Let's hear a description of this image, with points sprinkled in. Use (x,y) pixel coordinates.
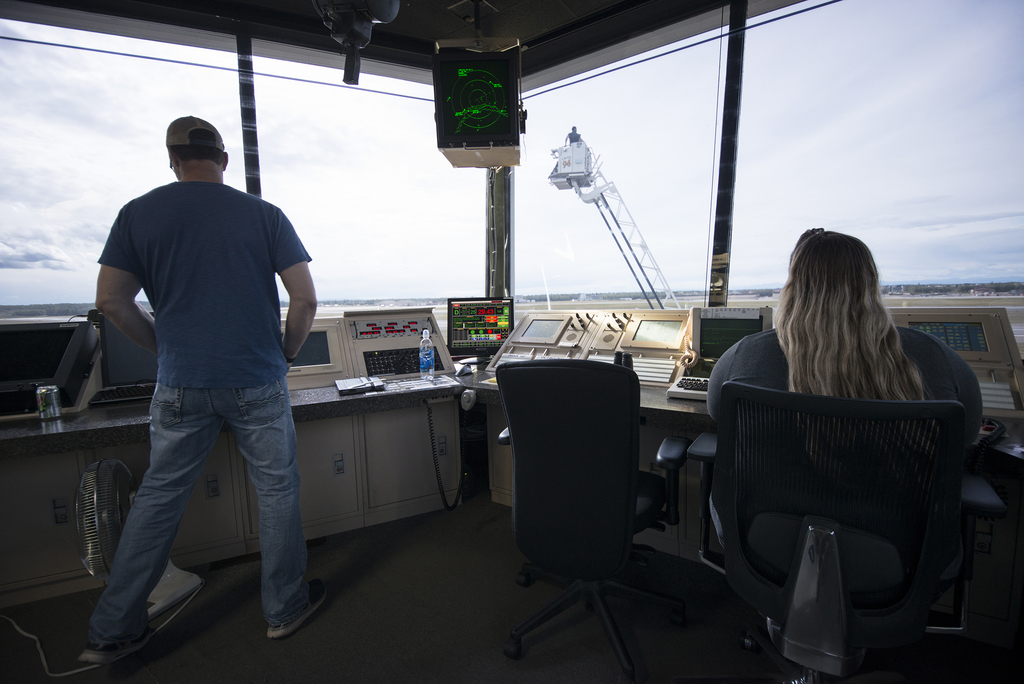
There is a cabin (493,647) in which a woman (843,379) is sitting in a chair (847,480) and a man (137,503) is standing. He is wearing a t shirt (225,283) and a jean pant (282,535). There is a mobile crane (563,170) here on which a man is standing. Through the windows (396,220) we can observe a clouds (285,137) and a sky (851,168).
